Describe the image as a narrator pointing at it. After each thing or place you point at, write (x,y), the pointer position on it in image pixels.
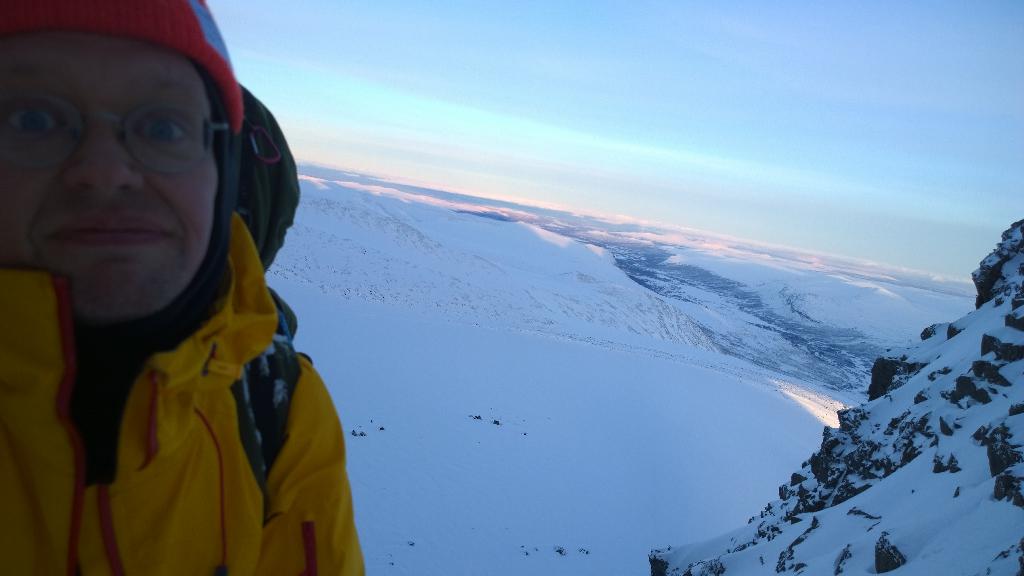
In this image, I can see a person (221,336) and there are snowy mountains (582,337). In the background (579,116), I can see the sky (614,116).
